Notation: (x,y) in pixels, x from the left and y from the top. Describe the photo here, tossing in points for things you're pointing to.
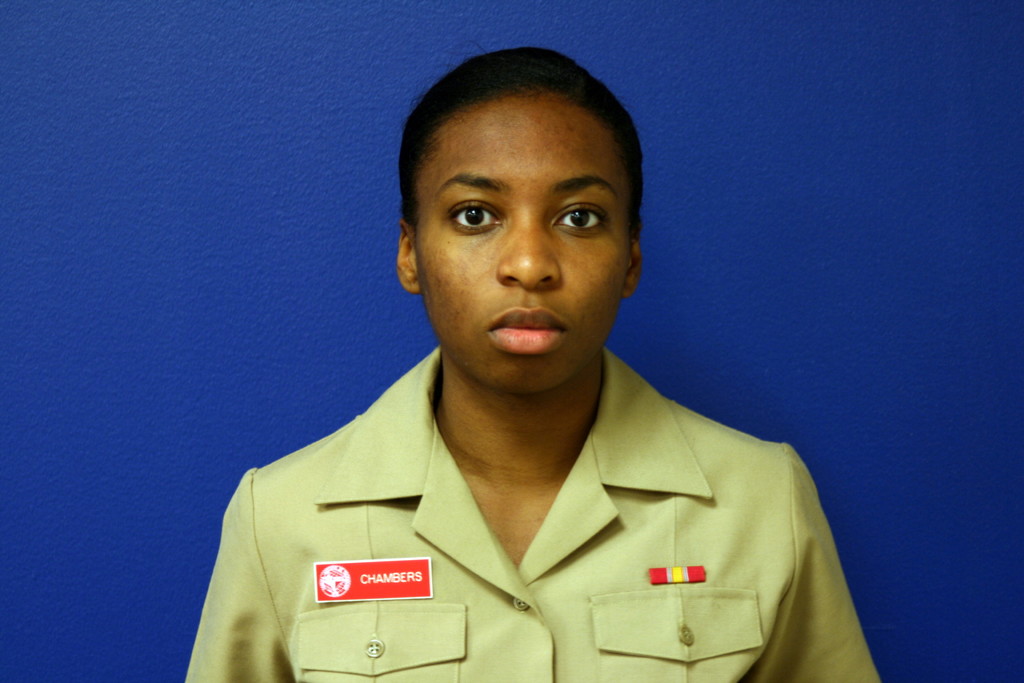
In this image, we can see a woman (546,530) is watching. Here we can see a badge (371,585) on her shirt (295,502). Background (48,382) we can see blue surface (500,37).
